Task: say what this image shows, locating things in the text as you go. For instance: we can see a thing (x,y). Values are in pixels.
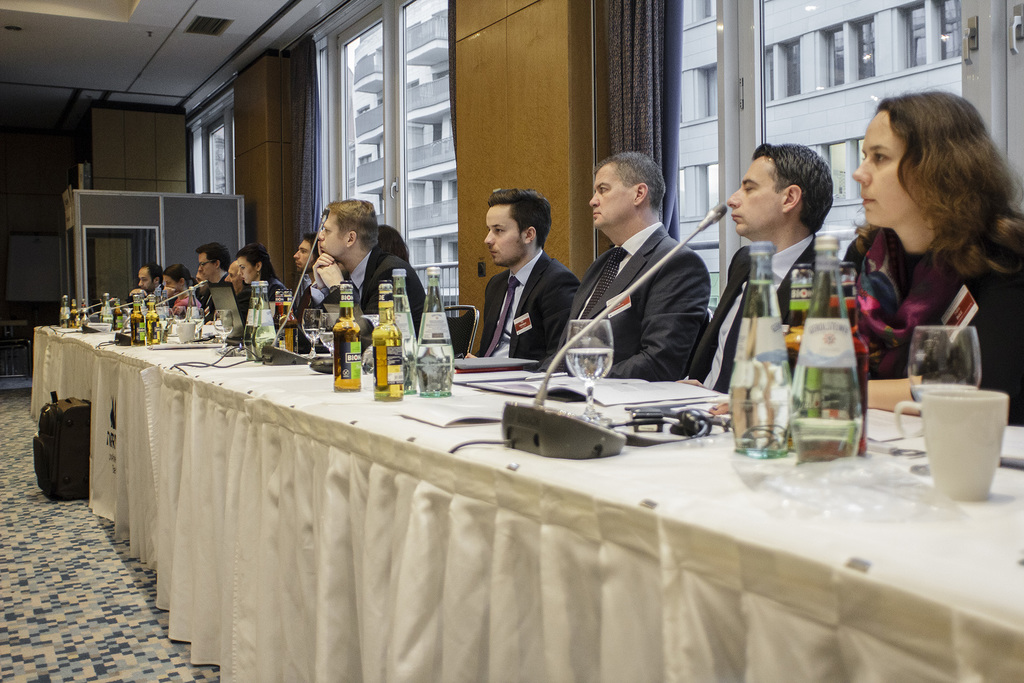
There are group of people (533,290) sitting on a chair (464,327) in front of a table (271,371) covered with white colour cloth (417,545). There are bottles (393,340) on the table (335,428) and a glass of water (588,360) a bunch of files (605,387) and a mic (618,299) on the table (576,401). In the background (798,69) there is a building (798,74) outside the window (763,64) and a black colour curtain (640,57).
